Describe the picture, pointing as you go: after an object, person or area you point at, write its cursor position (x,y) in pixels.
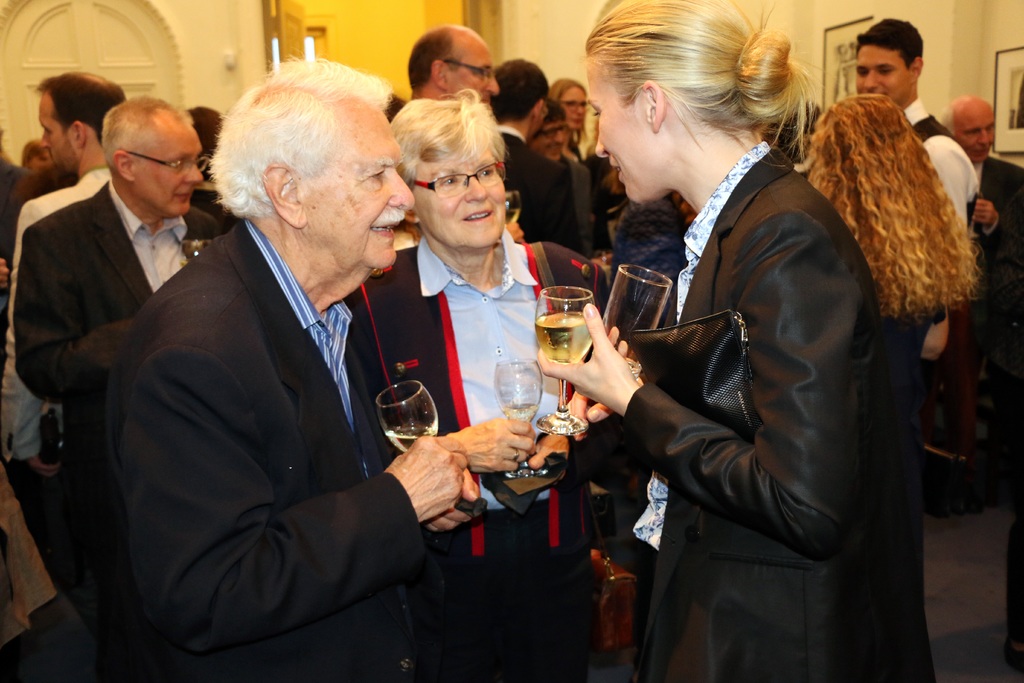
In this image, we can see persons (359,304) wearing clothes (847,318). There are some persons (407,293) holding glasses (613,296) with their hands (613,383). There are photo frames (1009,98) in the top right of the image (1003,80).
